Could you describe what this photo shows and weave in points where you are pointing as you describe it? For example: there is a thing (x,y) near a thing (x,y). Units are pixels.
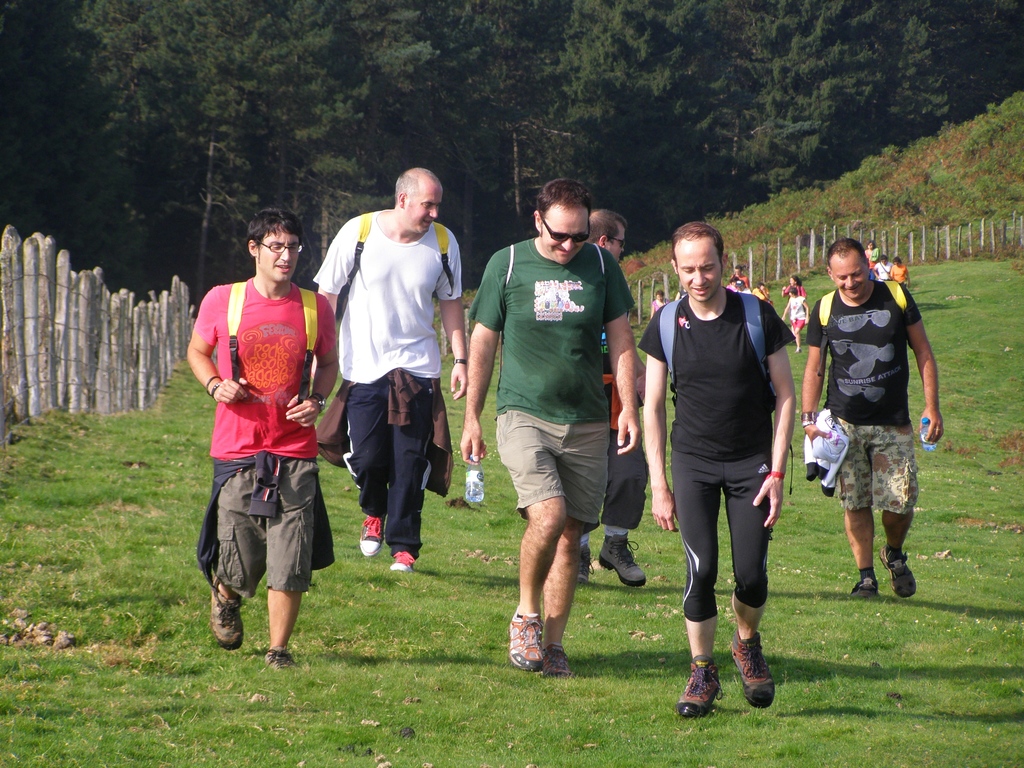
In this image we can see people (532,510) walking some of them are holding bottles (931,441). In the background (169,307) there is a fence (75,332) and trees (821,25). At the bottom (495,678) there is grass (798,692). On the right (863,196) there is a hill (788,228).
